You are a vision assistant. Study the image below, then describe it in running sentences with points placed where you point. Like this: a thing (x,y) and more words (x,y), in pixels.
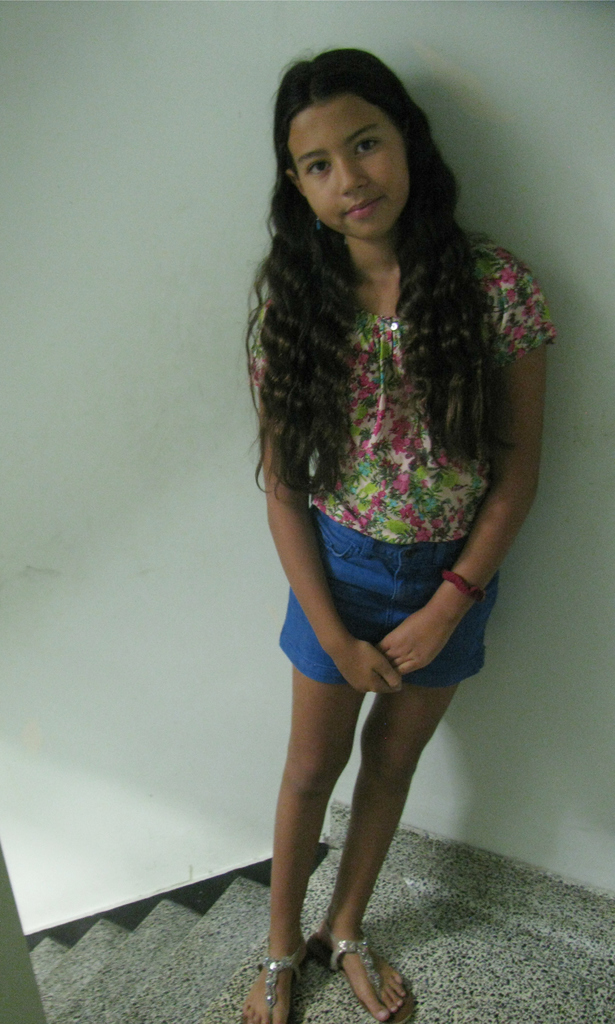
In this picture we can see a girl (395,806) standing on the floor (331,983) and smiling, steps (108,955) and in the background (68,434) we can see wall (135,486).
